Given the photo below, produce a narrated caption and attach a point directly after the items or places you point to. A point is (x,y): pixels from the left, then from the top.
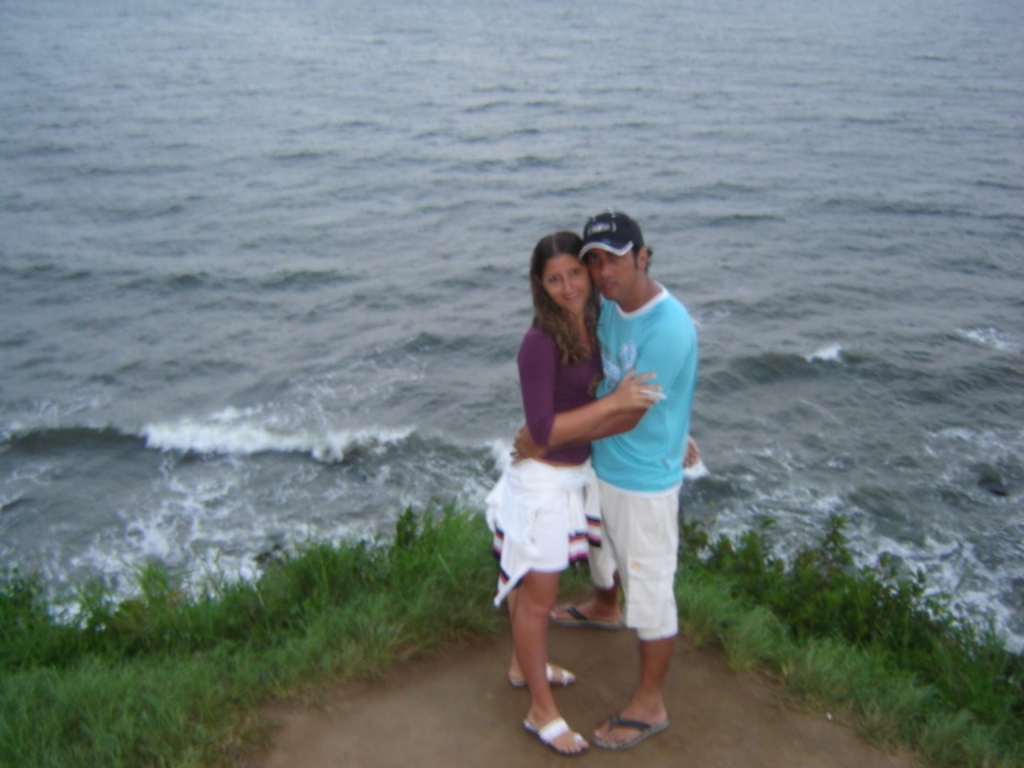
In this image I can see two persons (537,328) standing. The person (660,432) at right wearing blue shirt (647,352), white pant (632,525) and the person (563,508) at left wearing purple color shirt (542,391) and white color short (545,539). Background (436,230) I can see grass (258,673) in green color and water (355,147).
